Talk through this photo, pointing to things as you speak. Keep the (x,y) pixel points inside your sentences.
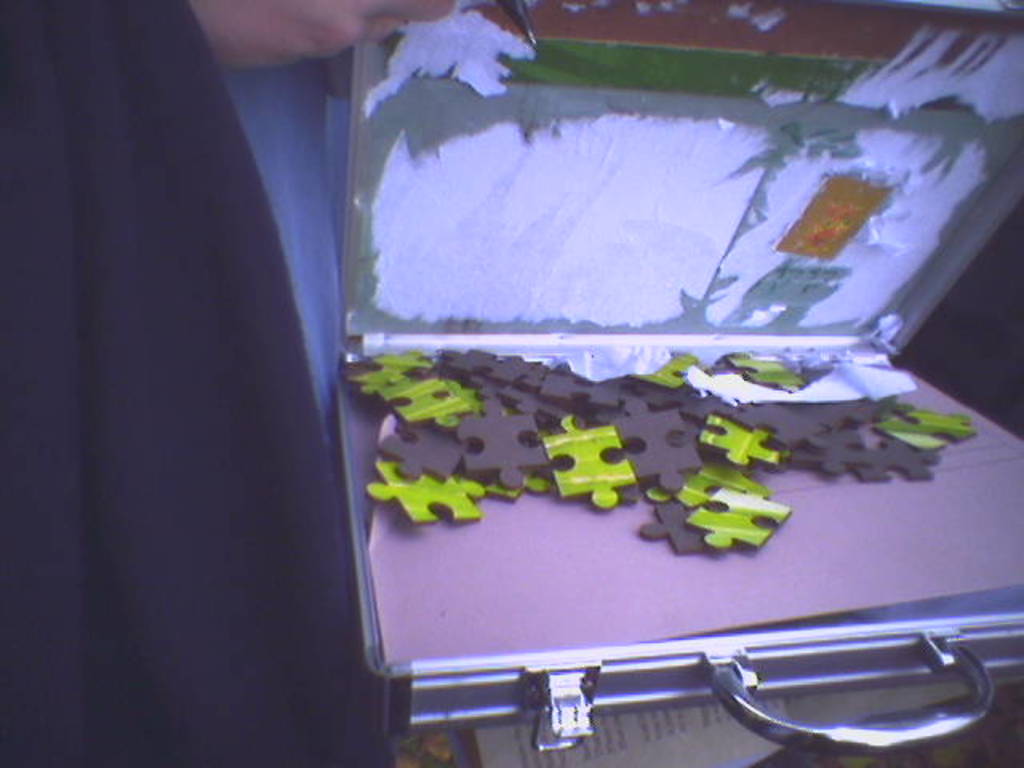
In this image we can see the person's hand (321,50) holding a box (626,649) with the jigsaw puzzles (771,431). And at the bottom (689,758) we can see a paper (682,761) and left side (121,147), we can see a cloth (166,431).
